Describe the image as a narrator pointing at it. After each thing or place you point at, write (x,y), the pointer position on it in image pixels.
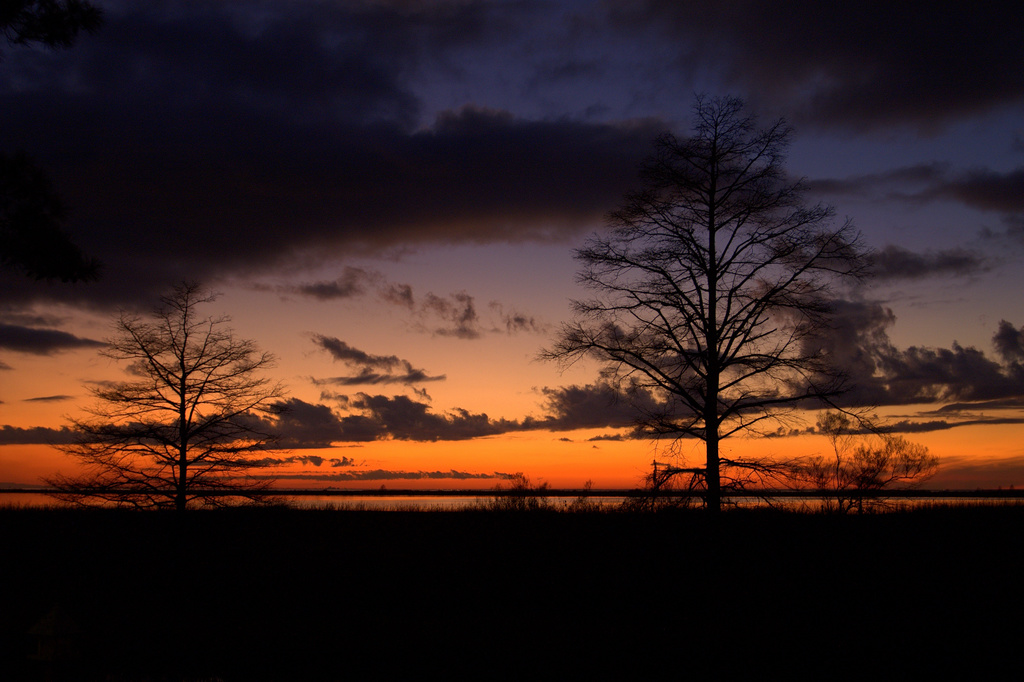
In this image, we can see some trees (138,465). We can see some water (302,494) and the sky (454,281) with clouds (481,224).
